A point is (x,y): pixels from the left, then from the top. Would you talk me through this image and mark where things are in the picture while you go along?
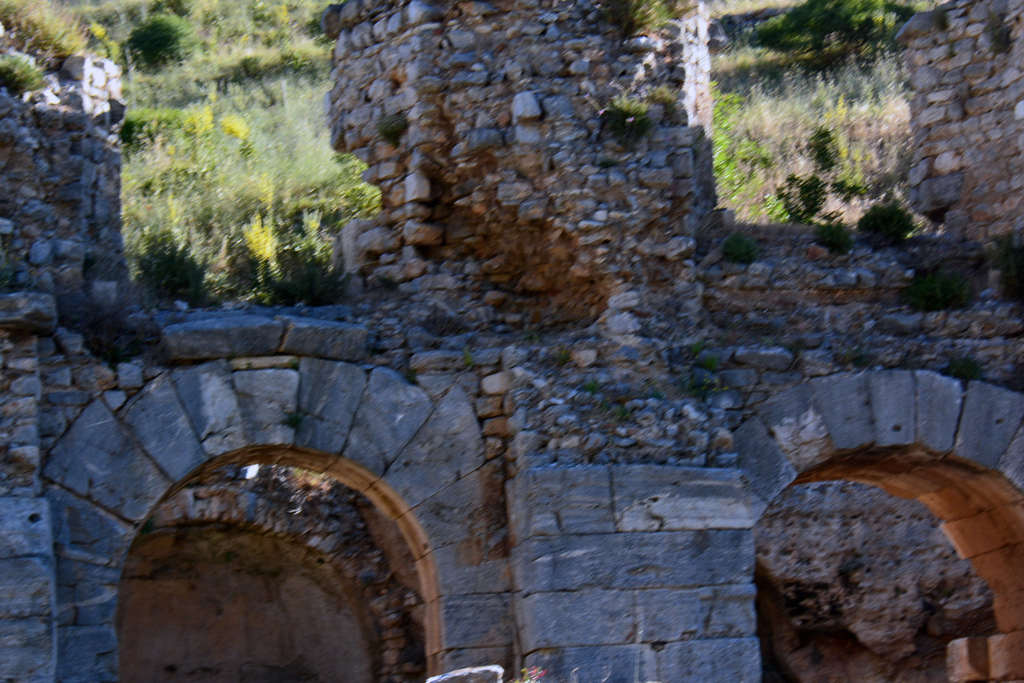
In this image there is a wall (269,396). At the bottom (247,480) there are arches (966,427) to the wall (806,417). At the top (195,100) there are trees (212,108) behind the wall (935,109).
